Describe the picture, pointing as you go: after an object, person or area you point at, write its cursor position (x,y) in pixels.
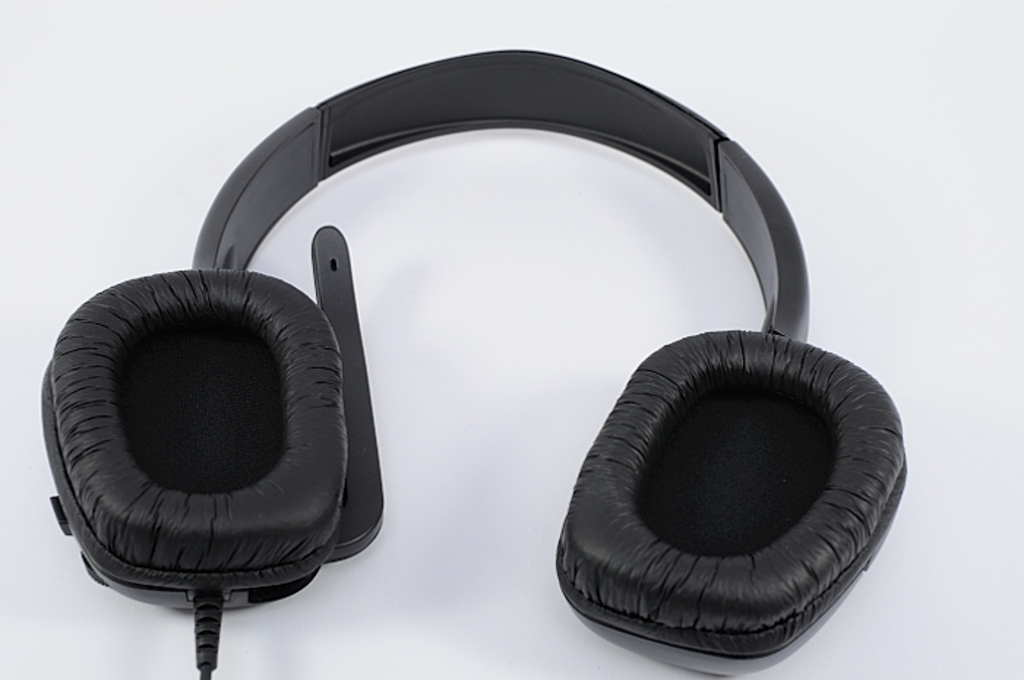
In this picture we can see a black color headphones (224,381) on a white object (378,441).
